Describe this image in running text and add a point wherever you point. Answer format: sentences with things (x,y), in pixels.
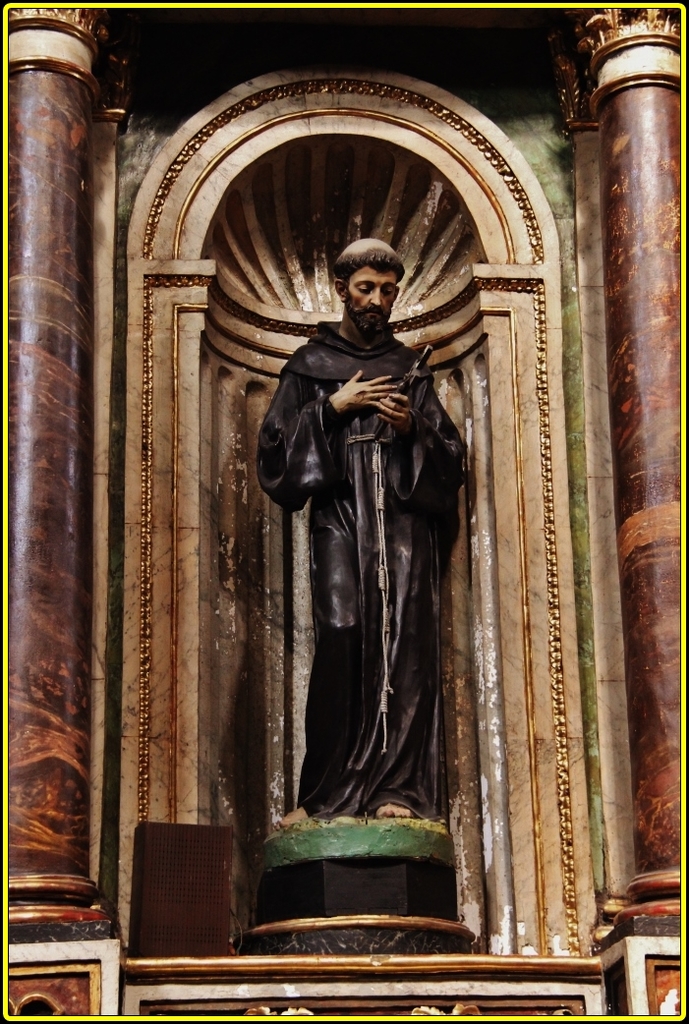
In the image there is a statue (364,376) on the pedestal (403,889). Behind the statue (356,350) there is a wall (556,787) with arch shape (242,370) and few designs (248,501). On the left (40,181) and right corners of the image there are pillars (643,63) with designs (64,670).
